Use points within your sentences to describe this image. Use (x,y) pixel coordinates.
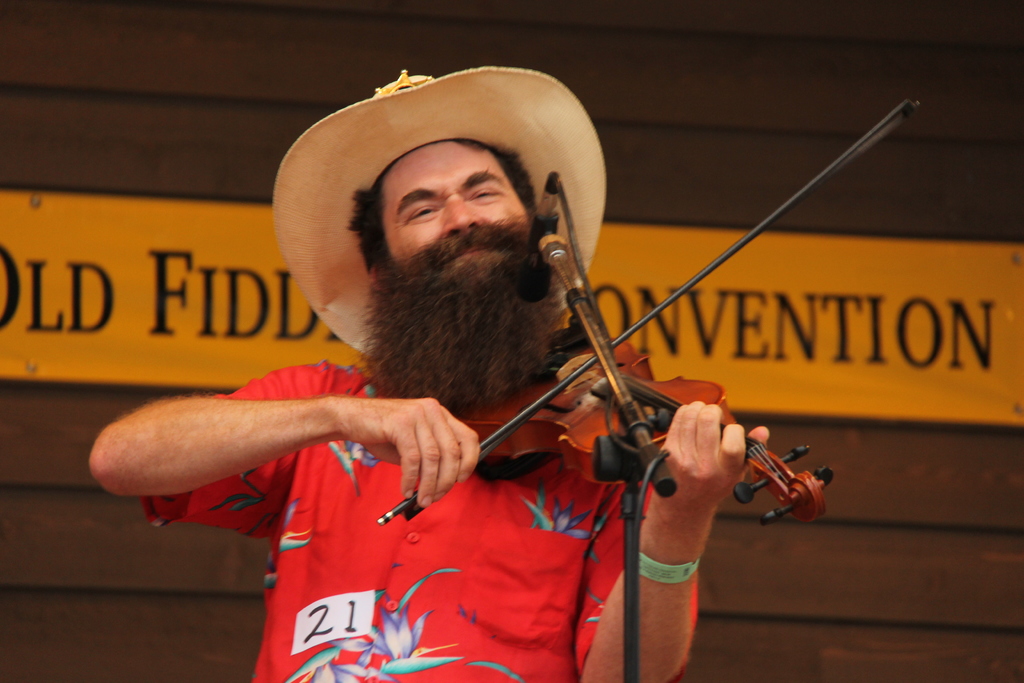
in this image i can see a man (369,402) playing violin (559,378). he is wearing a red color shirt (468,599). there is a microphone (535,263) present in front of him. he is wearing a hat (540,161).
